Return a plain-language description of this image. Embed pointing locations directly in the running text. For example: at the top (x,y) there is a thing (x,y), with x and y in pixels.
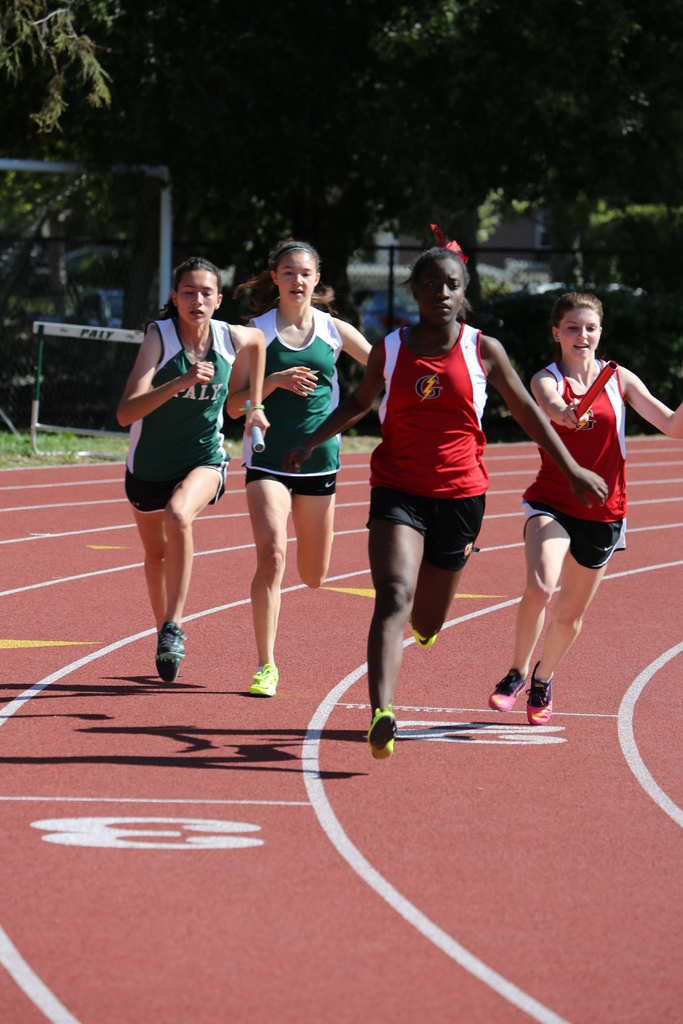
In this image there are trees (318,111) towards the top of the image (21,257), there is a fence (518,258), there are poles (165,229), there is a grass (10,463) towards the left of the image (45,442), there are objects (34,437) on the grass (61,440), there is a running track (331,834) towards the bottom of the image (270,868), there are numbers (223,837) on the track (348,788), there are four women (396,457) running, they are holding an object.
